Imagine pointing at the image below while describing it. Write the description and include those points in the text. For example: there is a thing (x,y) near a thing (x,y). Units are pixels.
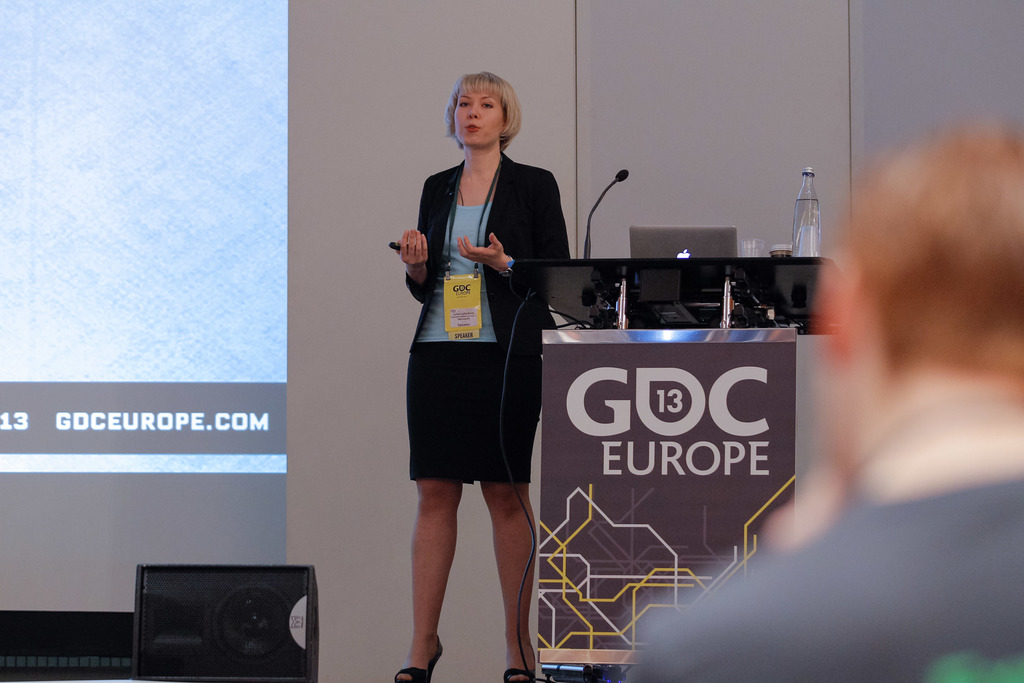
In this picture I can see a woman (523,223) Standing and speaking and we see a podium (660,339) with a microphone (622,176) and a laptop (694,245) and water bottle (819,213) on it and I can see a projection light (183,360) on the left side (128,57) and a speaker (296,647) on the Dais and woman (493,295) wore a id card (477,287) and i can see text (744,468) on the podium (613,653) and we see a man (938,273) seated.
